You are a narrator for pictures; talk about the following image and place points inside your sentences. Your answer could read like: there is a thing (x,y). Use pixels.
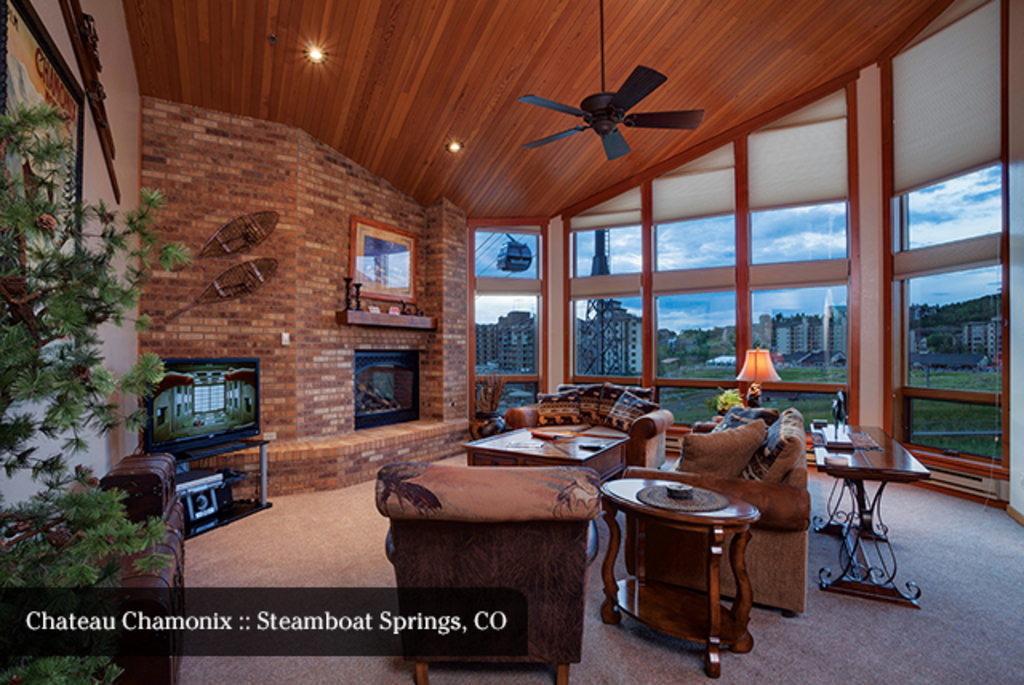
In this picture we can see inside view of the living room (583,435). In the front (553,536) we can see brown sofa (408,575) and wooden center table (697,601). Behind there is a glass wall (598,352) and on the left side (315,212) there is a brick wall (452,376) with photo frame (370,272) and fire place (397,396). Beside there is a television screen (168,418) and green plant (82,523). Above there is a wooden roof ceiling (506,129) and fan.
